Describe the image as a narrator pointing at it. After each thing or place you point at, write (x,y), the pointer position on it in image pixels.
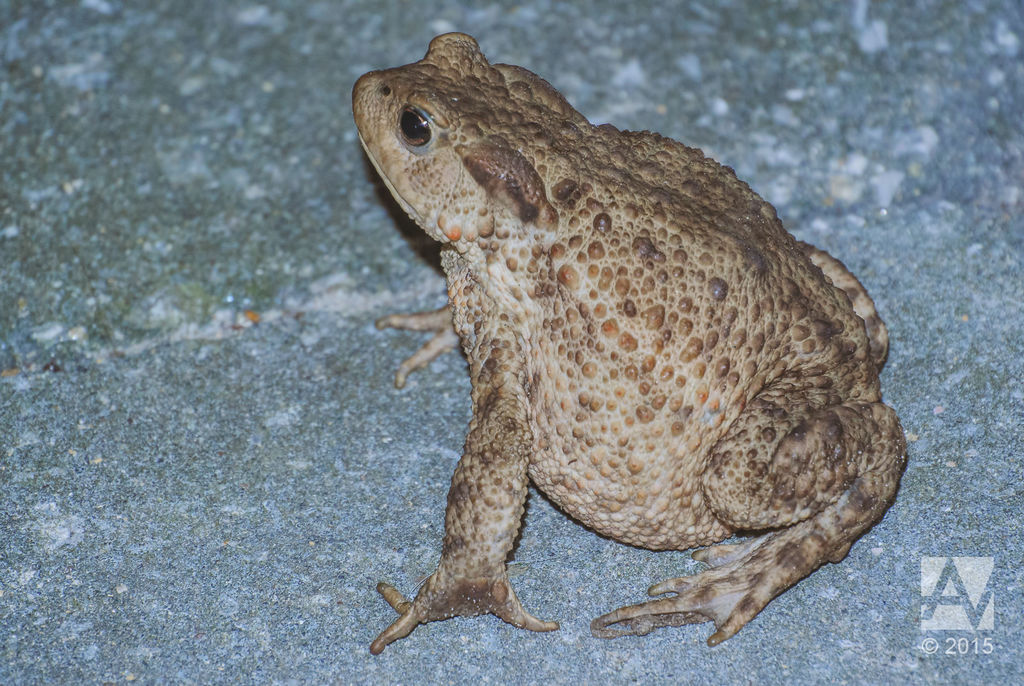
In this picture there is a frog (567,241) in the center of the image (522,395).
